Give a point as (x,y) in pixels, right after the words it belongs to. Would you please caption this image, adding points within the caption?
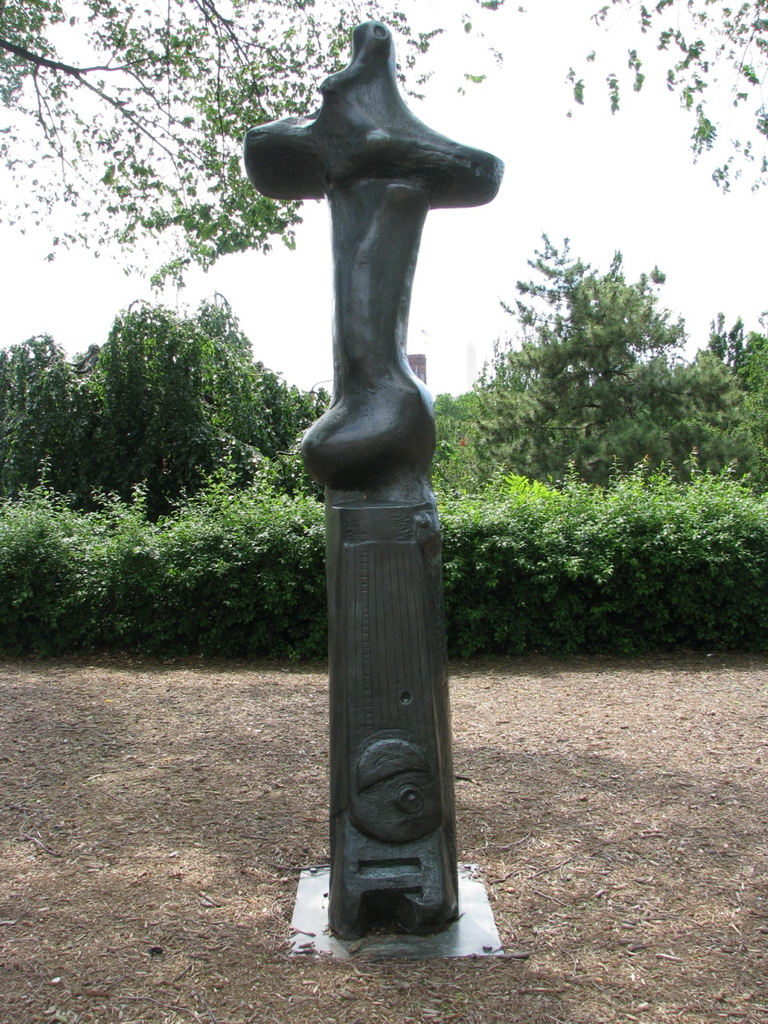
In the picture we can see a black color sculpture (384,507) which is fixed on the steel plate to the ground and in the background (204,480) we can see plants (214,483), trees (197,389) and sky (645,256).
